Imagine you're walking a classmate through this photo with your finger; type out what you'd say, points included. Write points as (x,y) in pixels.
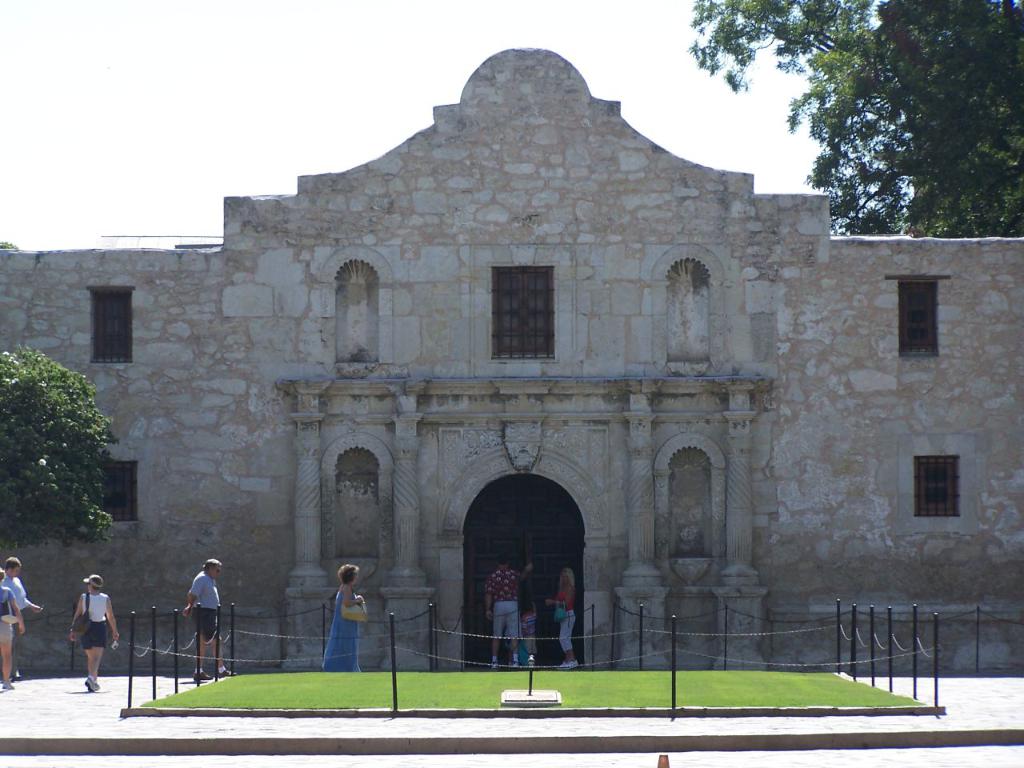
In this image, we can see a building (882,334) with some windows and a door (472,570). We can see the ground (199,731) and some grass (245,692). We can also see some black colored poles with some objects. There are a few trees (59,518). We can also see the sky (398,47). There are a few people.
